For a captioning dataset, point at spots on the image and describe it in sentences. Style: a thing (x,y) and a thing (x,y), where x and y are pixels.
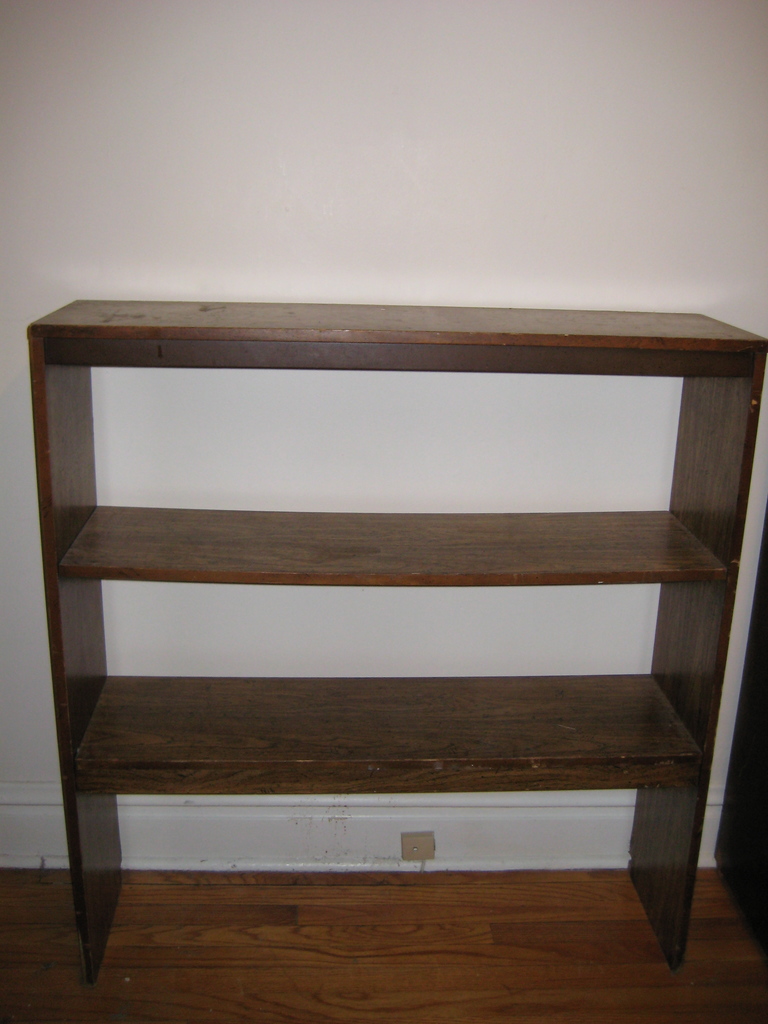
In this image there is a shelf (704,672) on a wooden floor (118,1009), in the background (628,142) there is a wall (668,398).
